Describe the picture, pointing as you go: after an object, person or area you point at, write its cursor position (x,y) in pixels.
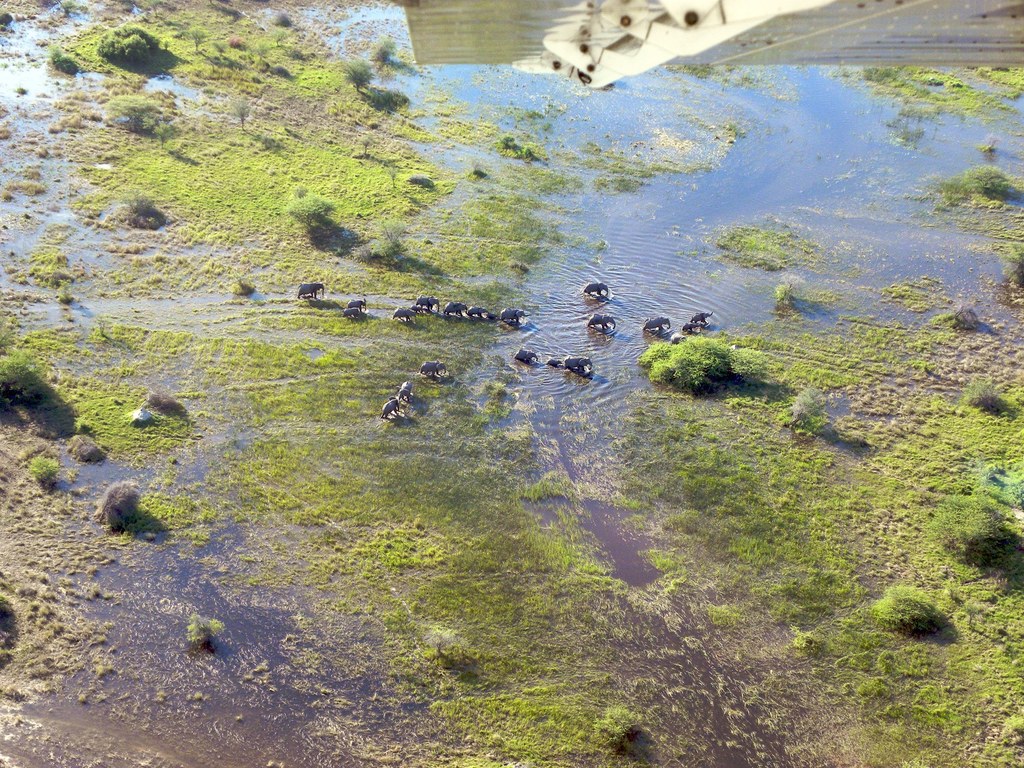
The picture is an aerial view of a water body (665,204). In the center of the picture (601,327) we can see elephants (311,293). In this picture there are plants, grass (887,491) and water (618,148).
